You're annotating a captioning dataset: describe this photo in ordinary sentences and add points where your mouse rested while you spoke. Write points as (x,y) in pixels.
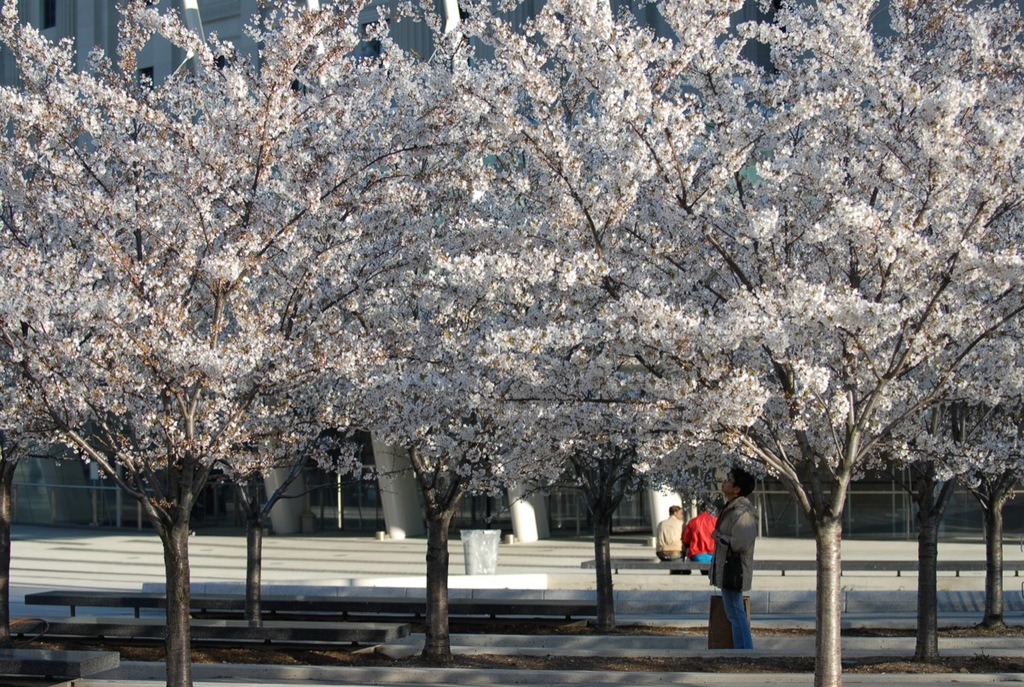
In this picture we can see few trees (500,307), flowers (669,335) and group of people (671,537), few are seated on the bench (689,560), in the background (659,509) we can see few buildings (578,495) and a dustbin (467,537).
